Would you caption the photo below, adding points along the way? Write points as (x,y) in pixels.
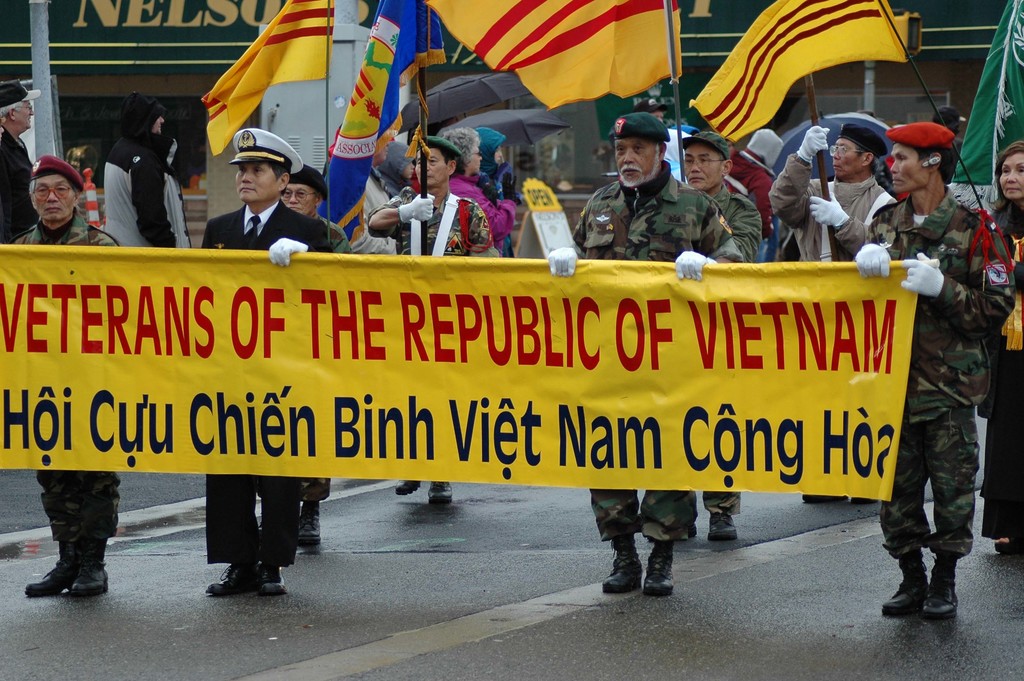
A group of people (1010,291) are standing on the road (1002,655) by holding the yellow color cloth (548,385) with their hands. Behind them there are few people (871,148) are holding the flags (576,86).
